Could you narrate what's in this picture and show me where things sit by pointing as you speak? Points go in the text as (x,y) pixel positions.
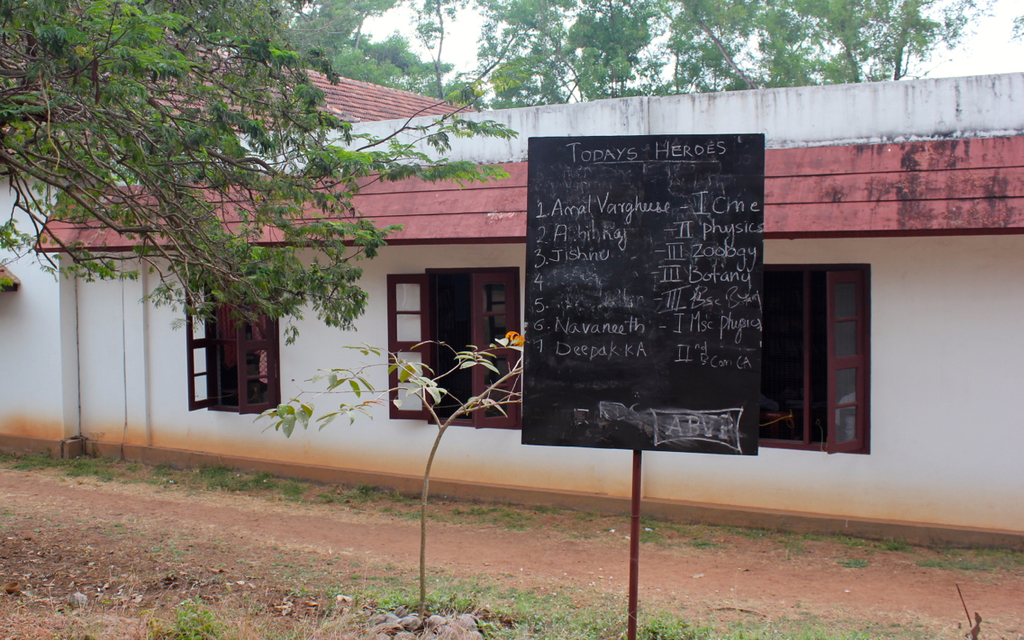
In this image there is the sky (464,40) towards the top of the image (454,26), there are trees (565,61) towards the top of the image (603,61), there is a building (266,346), there are windows (406,327), there is a wall (142,368), there is a pole (633,512) towards the bottom of the image (633,612), there is a board (643,292), there is text (753,287) on the board (584,260), there is a plant (464,409), there's grass (644,606) on the ground (650,554).
